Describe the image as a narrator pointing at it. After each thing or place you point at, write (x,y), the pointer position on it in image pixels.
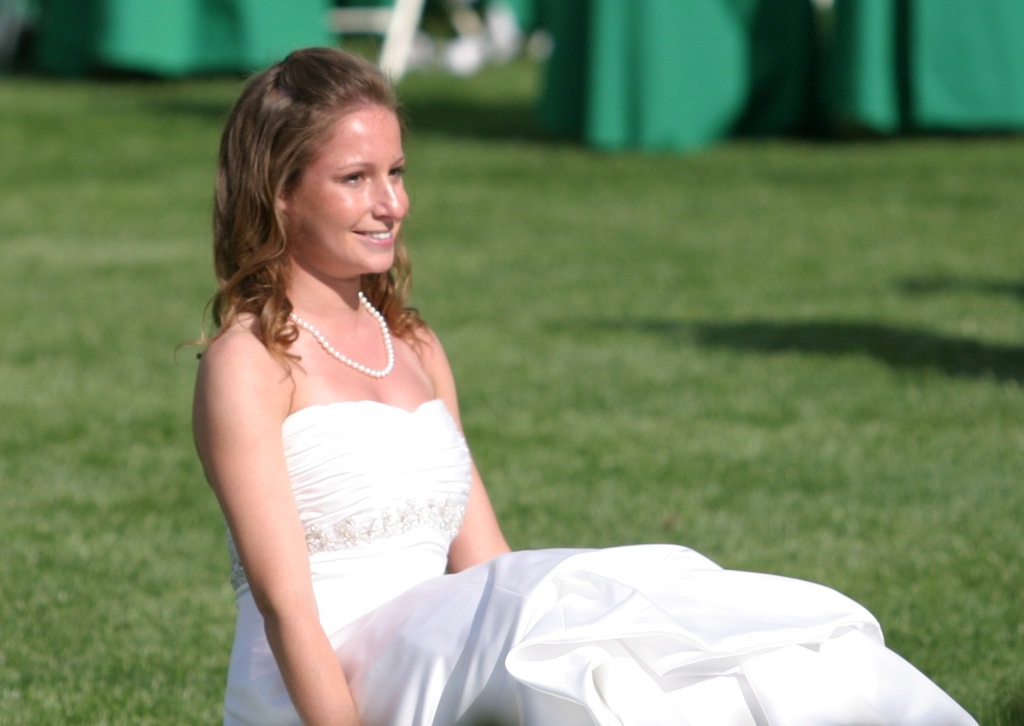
In this image we can see a woman (281,536) smiling. In the background (598,402) we can see the grass (141,387) and also some green color objects (587,59).
